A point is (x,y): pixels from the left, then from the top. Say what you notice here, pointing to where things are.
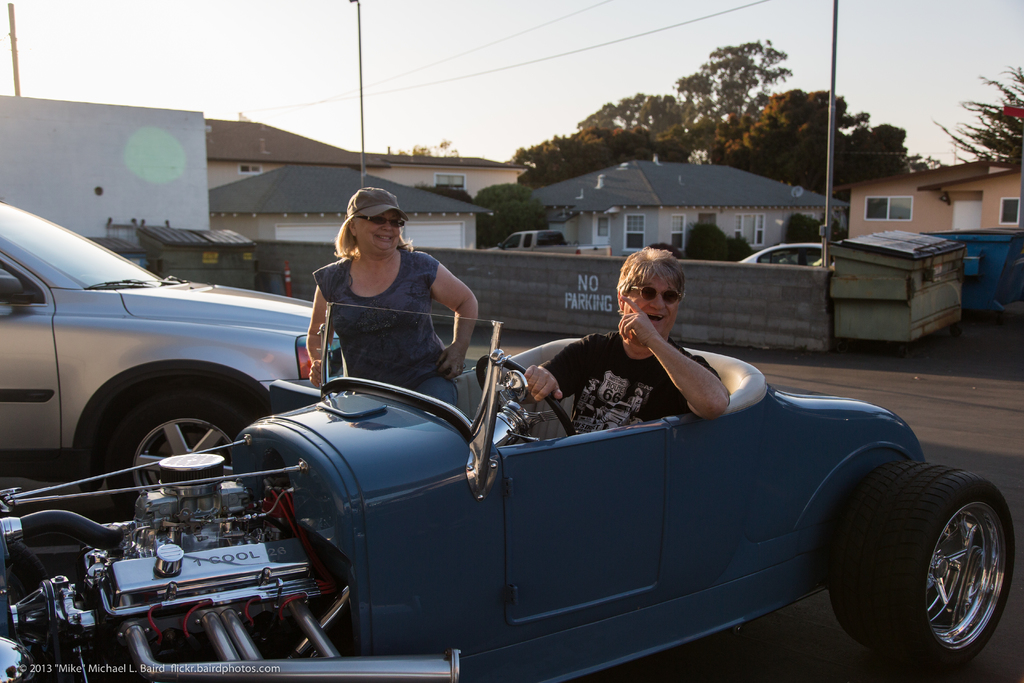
At the top (534,69) we can see sky (460,50) and it seems like a sunny day. On the background (649,194) we can see trees (999,153) and houses (569,203) and a car (546,240). Here on the road (1011,625) we can see two cars (406,499) and a vehicle (332,570). We can see a man (699,386) sitting and laughing, he wore goggles (653,295). This woman (402,227) also wore goggles (372,221) and a cap (383,204). She is getting into the car (473,440).
